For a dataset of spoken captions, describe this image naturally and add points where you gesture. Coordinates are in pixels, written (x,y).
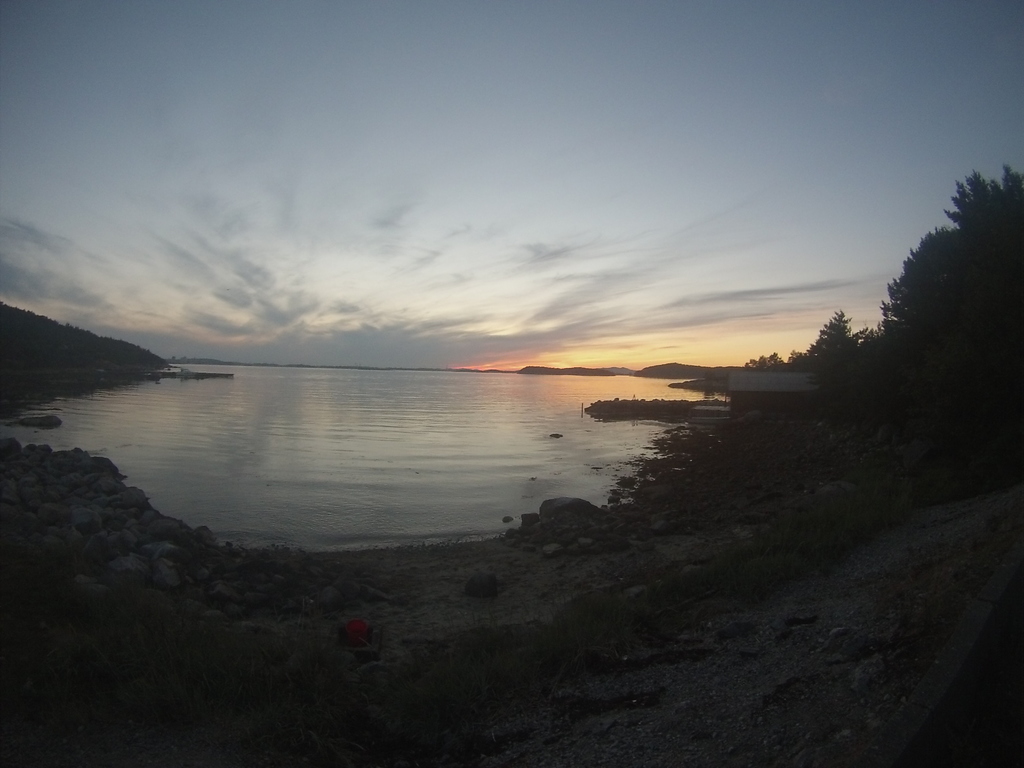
At the bottom of the picture (300,677), we see plants (442,683) and small rocks (139,549). On the right side (927,351), there are trees (947,445). On the left side (2,351), we see trees (116,357). In the middle of the picture (433,448), we see water (374,411) and this water (408,409) might be in the lake (490,477). At the top of the picture (528,167), we see the sky (441,341).
